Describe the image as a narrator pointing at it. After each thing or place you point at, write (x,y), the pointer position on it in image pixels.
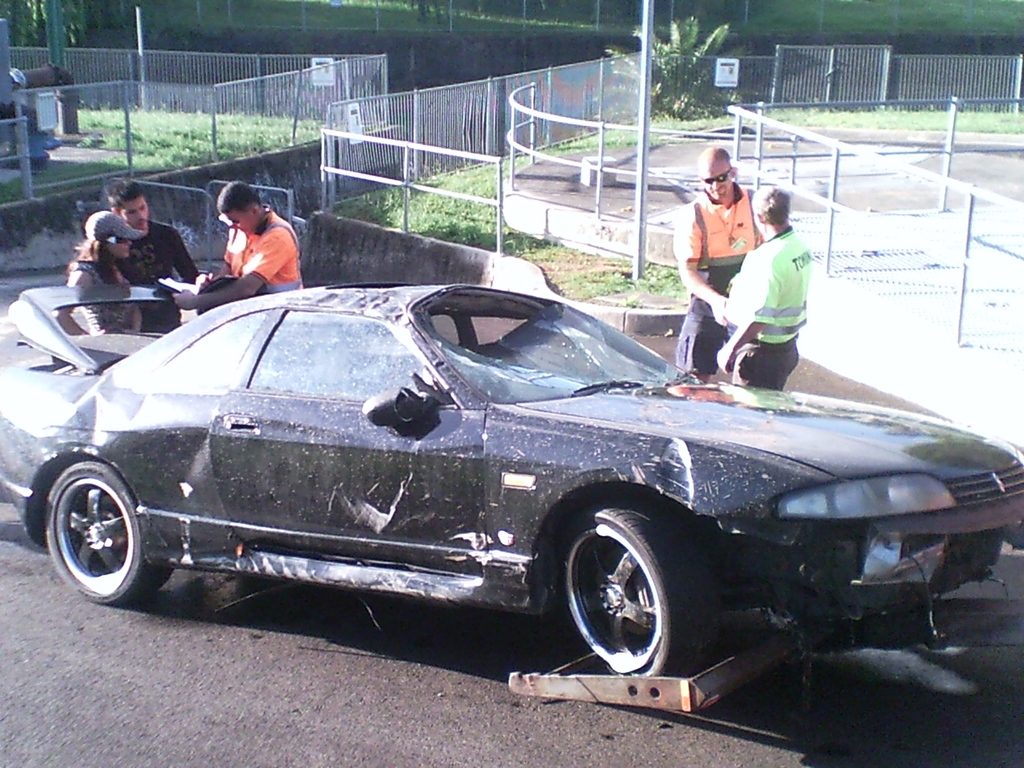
In this image I can see few people (702,244) standing to the side of the car (475,467). These people (688,249) are wearing the different color dresses (136,250) and I can see one person (102,258) with the cap (91,241). In the background (366,152) I can see the railings (385,141), boards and the poles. I can also see the trees (479,5) in the back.
